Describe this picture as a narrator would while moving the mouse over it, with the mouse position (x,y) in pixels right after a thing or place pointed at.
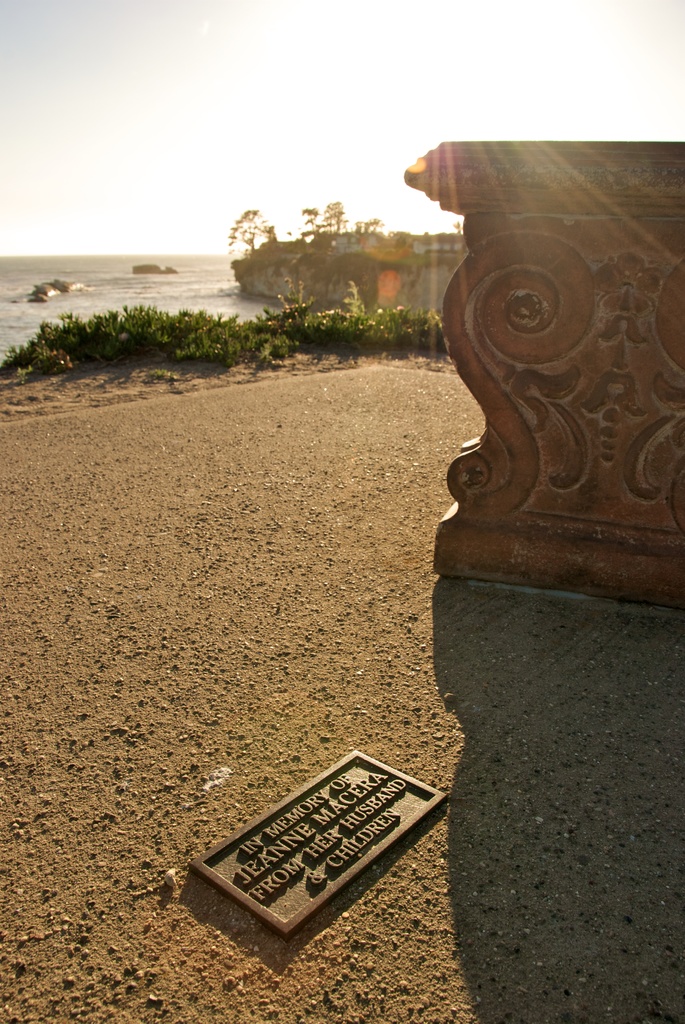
In this image we can see a board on the ground (49,699), we can see the wall (609,361), we can see plants (296,338), water (184,284), stones (31,297) and the sunny sky (339,77) in the background (267,128).
